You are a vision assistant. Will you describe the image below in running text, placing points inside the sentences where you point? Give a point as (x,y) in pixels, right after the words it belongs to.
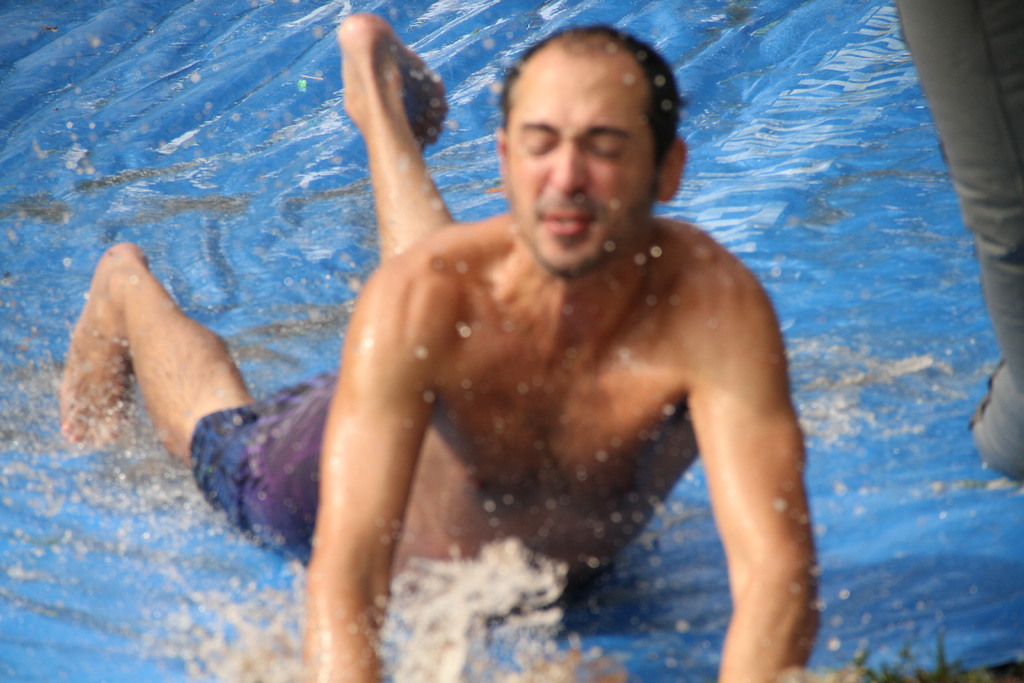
In this image we can see a man (369,463) is lying on the slide (204,277) and he is wearing purple color shorts (253,450). Water (227,191) is present on the slide (78,203).
